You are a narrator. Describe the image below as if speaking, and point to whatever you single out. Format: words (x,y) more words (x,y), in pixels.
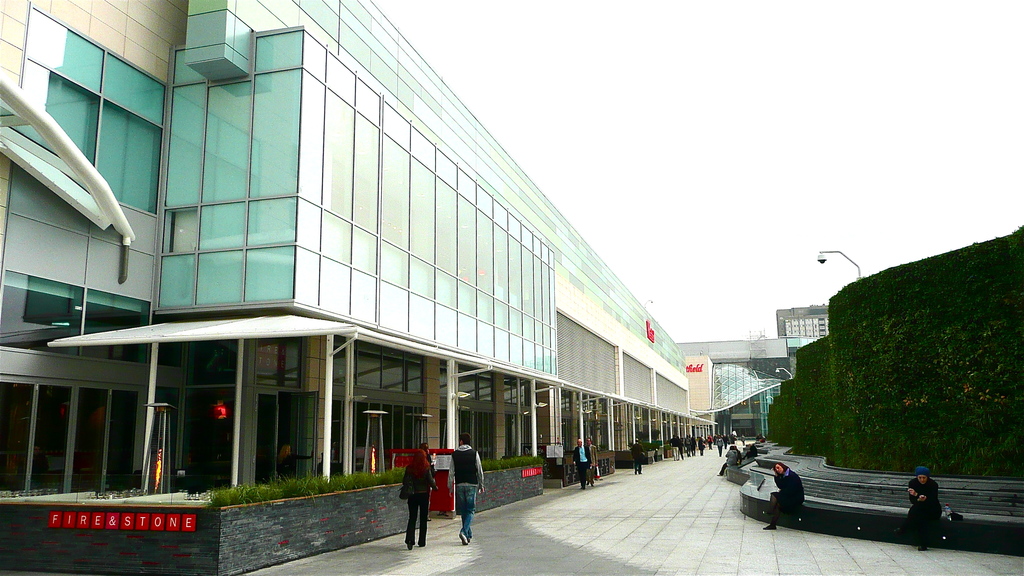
In this image we can see some big buildings (779,322), one wall (799,379) full of green plants (991,436) with steps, some people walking in front of the building (749,429), some people (791,500) are sitting, some objects (949,513) on the ground (677,466), some poles (451,423), some text (531,472) on the glass building (662,376), some lights (782,369) with poles (791,374), one whiteboard (552,455), some people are holding some objects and at the top (638,86) there is the sky (741,182).
